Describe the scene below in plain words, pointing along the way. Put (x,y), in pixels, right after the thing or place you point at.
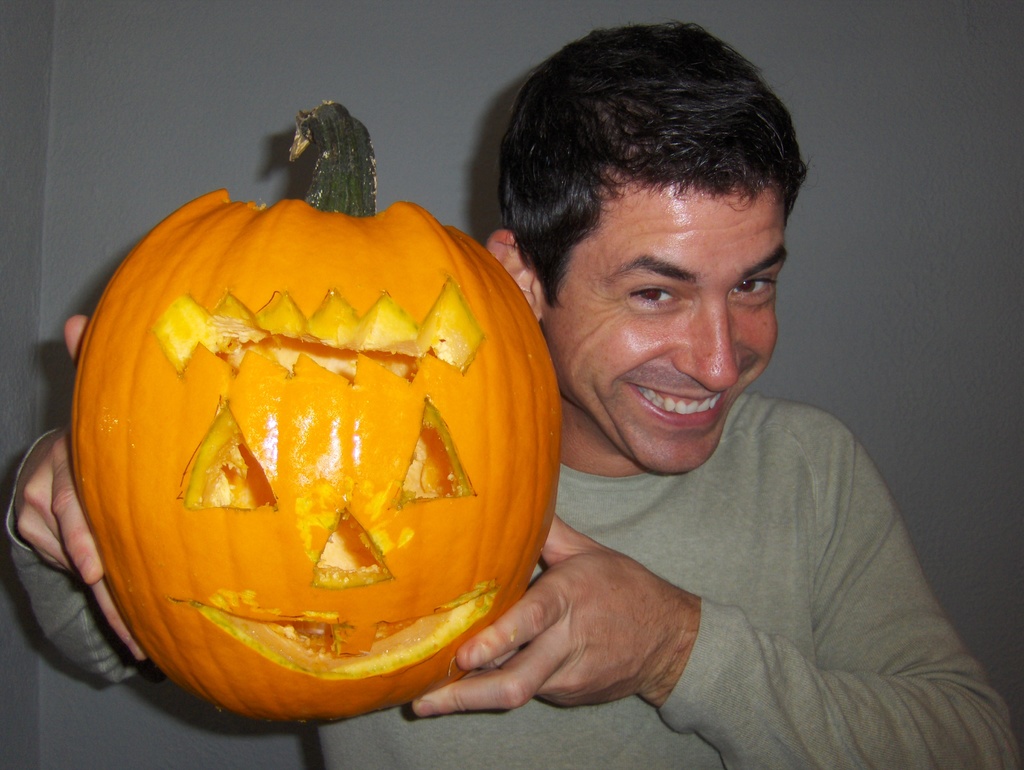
In the image there is a man (670,766) holding a pumpkin (285,456) carved in the shape of a Halloween pumpkin.
